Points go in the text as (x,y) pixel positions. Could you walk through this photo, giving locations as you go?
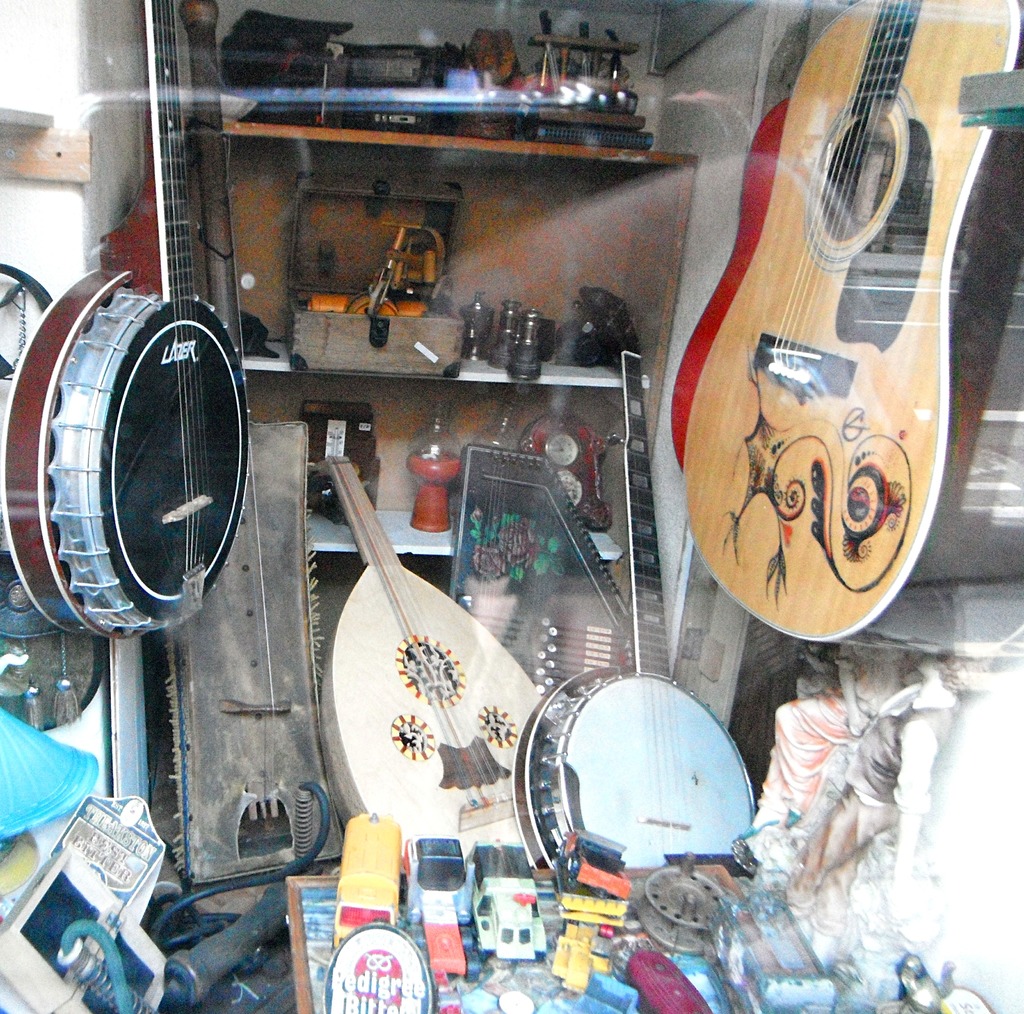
In this image there are many musical instruments (795,188), guitar (857,398), banjo (80,555). In the background (481,437) there is a rack (317,160) with shelves (323,129) and there are few things (401,323) in it. In the right side of the image (822,708) there is a statue (916,846). At the bottom of the image (345,837) there is a table (332,967) and there are few toys (486,911) on it.
